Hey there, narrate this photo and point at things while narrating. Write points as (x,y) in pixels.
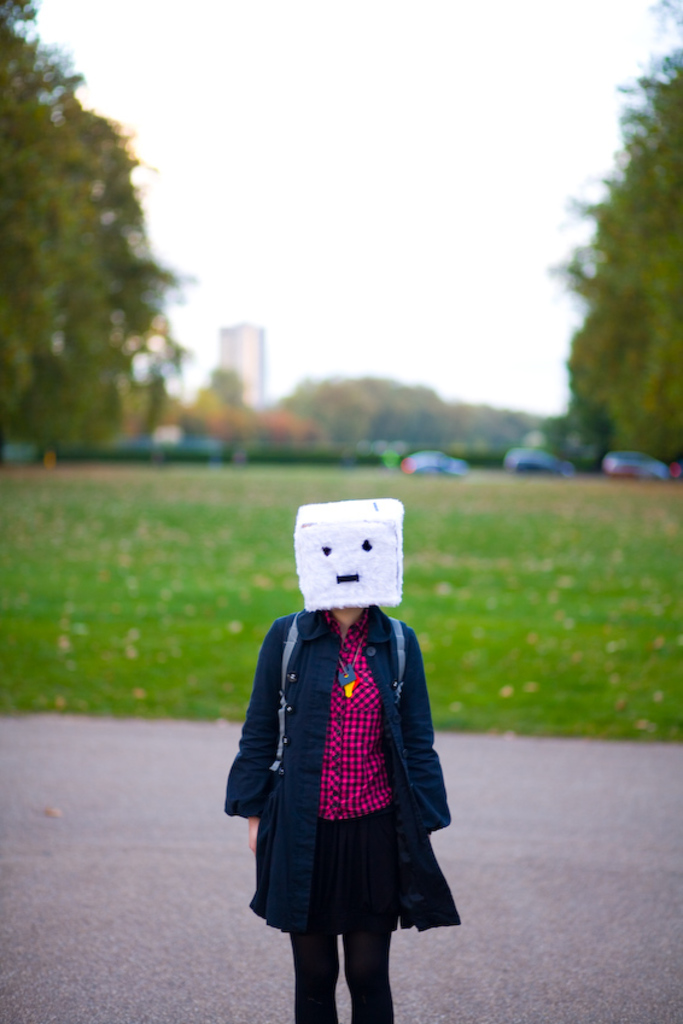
In this picture, we see a person (370,748) is standing and he or she is wearing a white color mask like thing (335,576) on her head (360,556). At the bottom (184,802), we see the road (412,937). In the middle (282,537), we see the grass (555,573) and dry leaves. We see the cars (611,463) moving on the road (397,470). On either side of the picture, we see the trees (590,374). There are trees (234,380) and the buildings (264,366) in the background (264,348). At the top (195,221), we see the sky (435,196). This picture is blurred in the background (386,470).
